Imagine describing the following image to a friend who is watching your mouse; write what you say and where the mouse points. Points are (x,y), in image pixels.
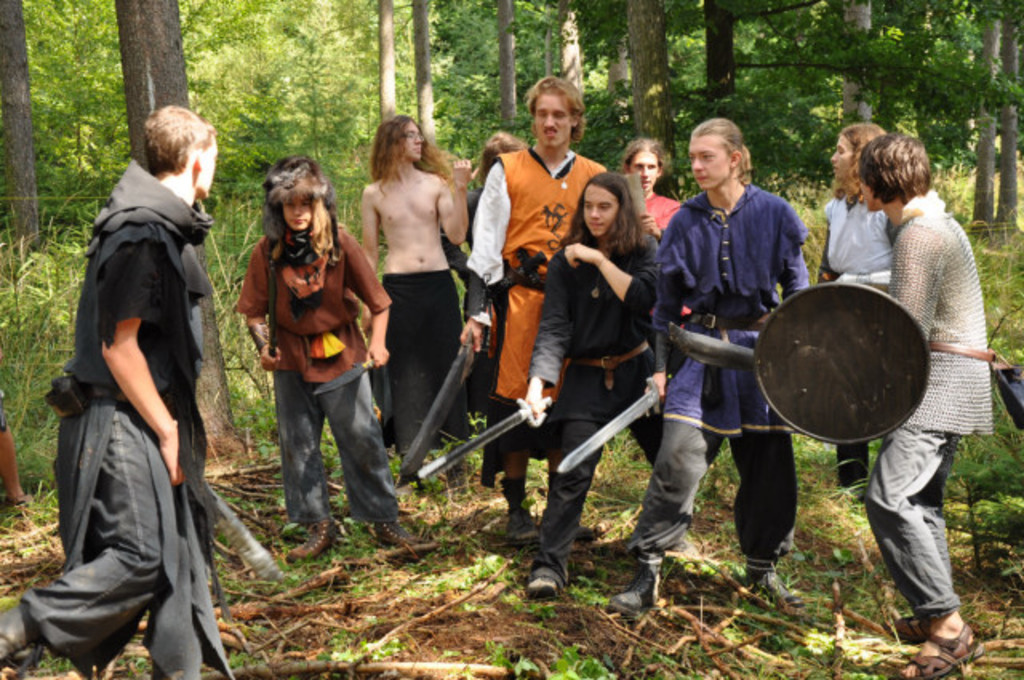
In the image in the center (496,246) we can see few peoples (394,358) were standing and holding swords (739,348) and shield (790,401) and other objects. In the background (224,342) we can see trees (135,125), plants (47,171) and grass (992,327).
